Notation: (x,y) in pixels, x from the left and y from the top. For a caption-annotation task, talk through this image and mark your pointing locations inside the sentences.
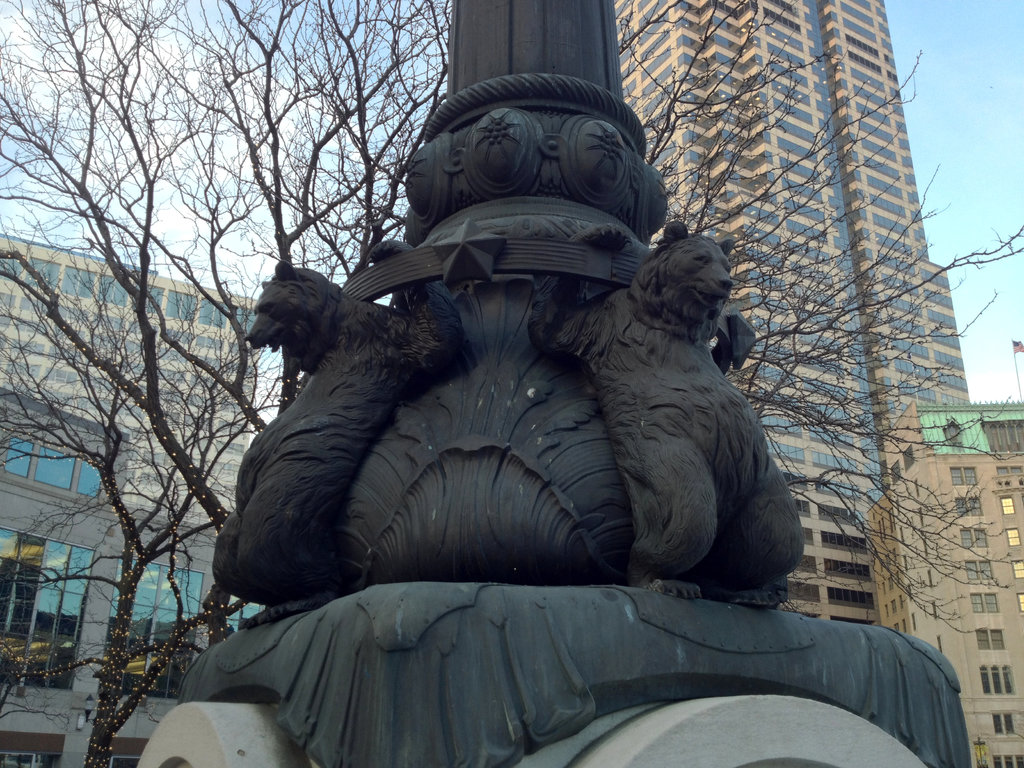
In the image we can see there are buildings (920,400) and window (829,569) of the building (920,483). There is a tree (151,405), sculpture (300,505) in the pole (592,407) and a pale blue sky (904,97).
